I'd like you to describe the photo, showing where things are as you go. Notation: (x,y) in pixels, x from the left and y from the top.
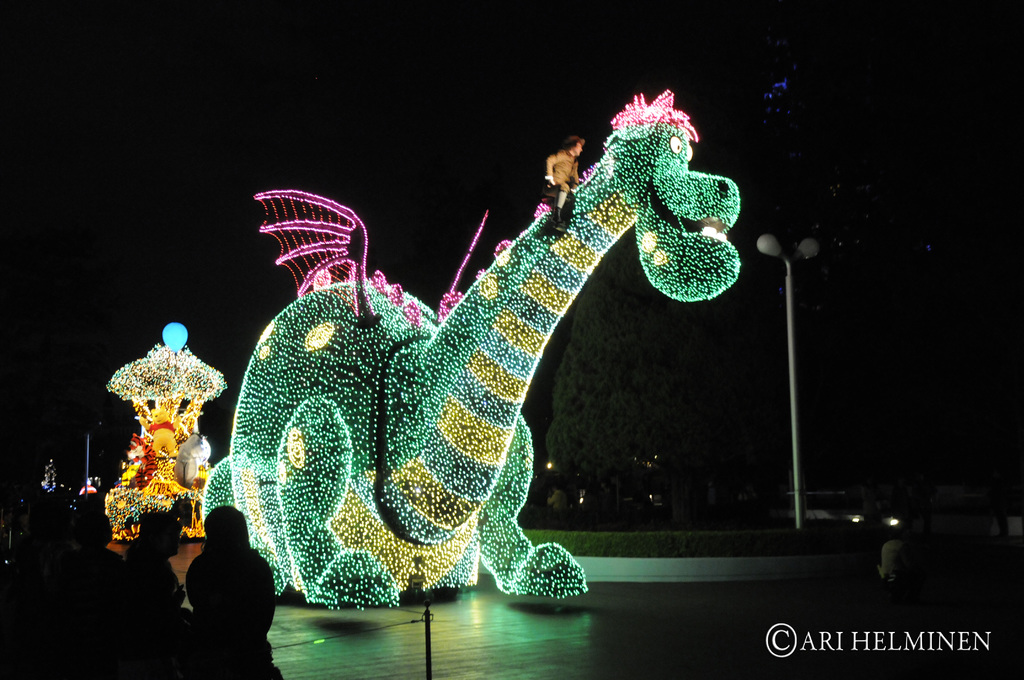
Here in this picture we can see dragon like structures (262,433) present on the ground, that are fully covered with lights (439,333) and we can see a person (563,171) present on the dragon (561,285) and beside it we can see light posts (786,262) present and we can also see vehicles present on the road (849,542) and we can also see trees (606,437) present and on the left side (189,622) we can see people (115,590) standing and watching.
